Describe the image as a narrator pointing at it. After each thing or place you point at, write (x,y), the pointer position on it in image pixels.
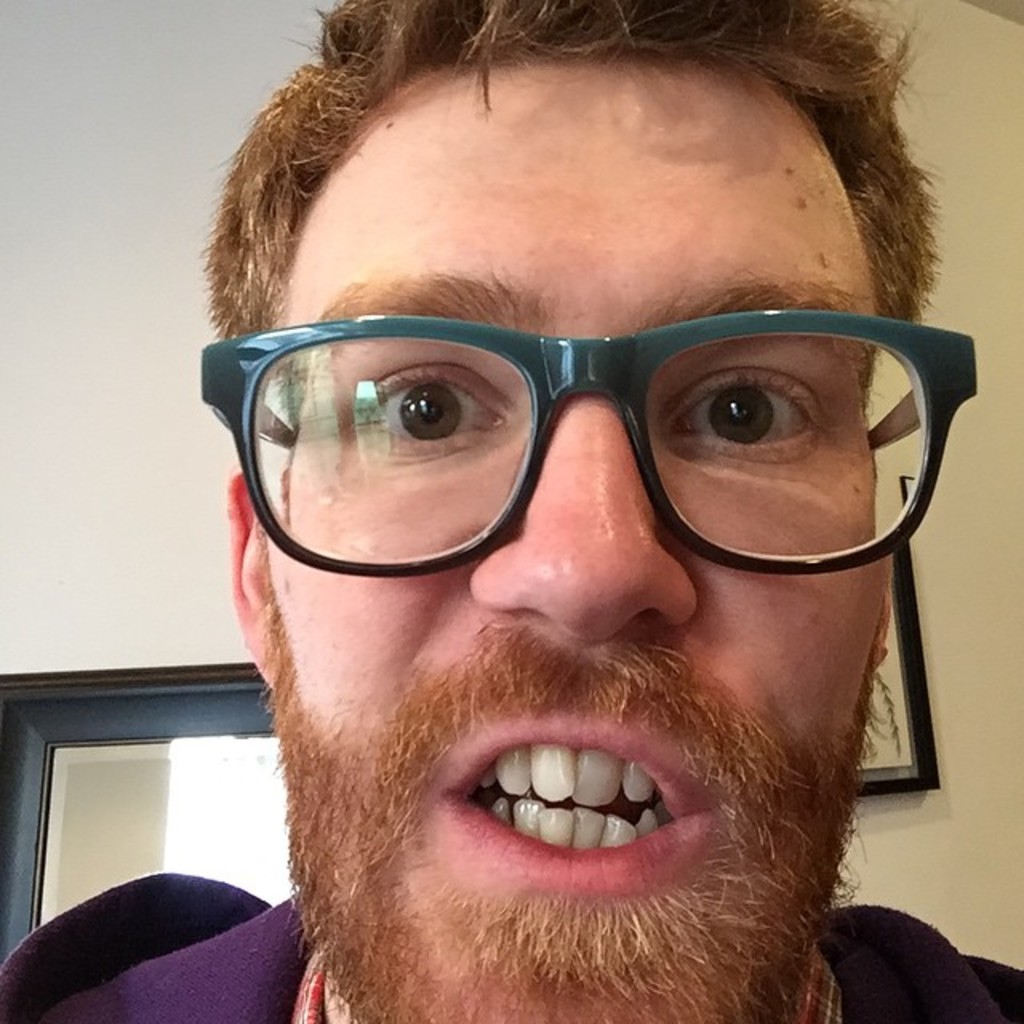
In this picture there is a man (619,315), who is wearing spectacle (732,483) and shirt (955,1019). In the back (915,739) there is a photo frame (915,739) on the wall (925,833). On the bottom left (158,830) there is a frame (69,799).
